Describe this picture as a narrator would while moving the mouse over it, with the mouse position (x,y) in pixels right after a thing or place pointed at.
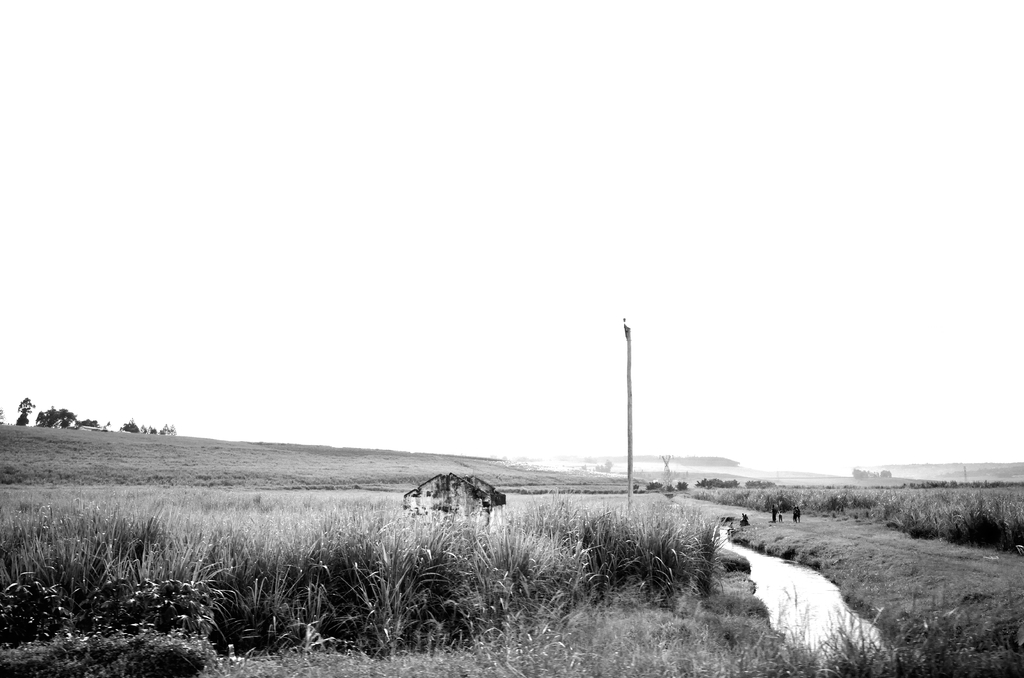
This image is a black and white image. This image is taken outdoors. At the top of the image (958,223) there is the sky (740,374). At the bottom of the image (476,650) there is a ground (646,657) with grass (759,648) on it. In the background (944,526) there is a ground (578,473) with grass (48,462) on it and there are a few trees (125,428) on the ground (66,435) and there are few plants (699,479). On the left (333,555) and right sides of the image there are few fields (338,535). In the middle of the image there is a hut (451,500) and there is a pole (631,378). There is a stream (805,595) with water (765,587).
